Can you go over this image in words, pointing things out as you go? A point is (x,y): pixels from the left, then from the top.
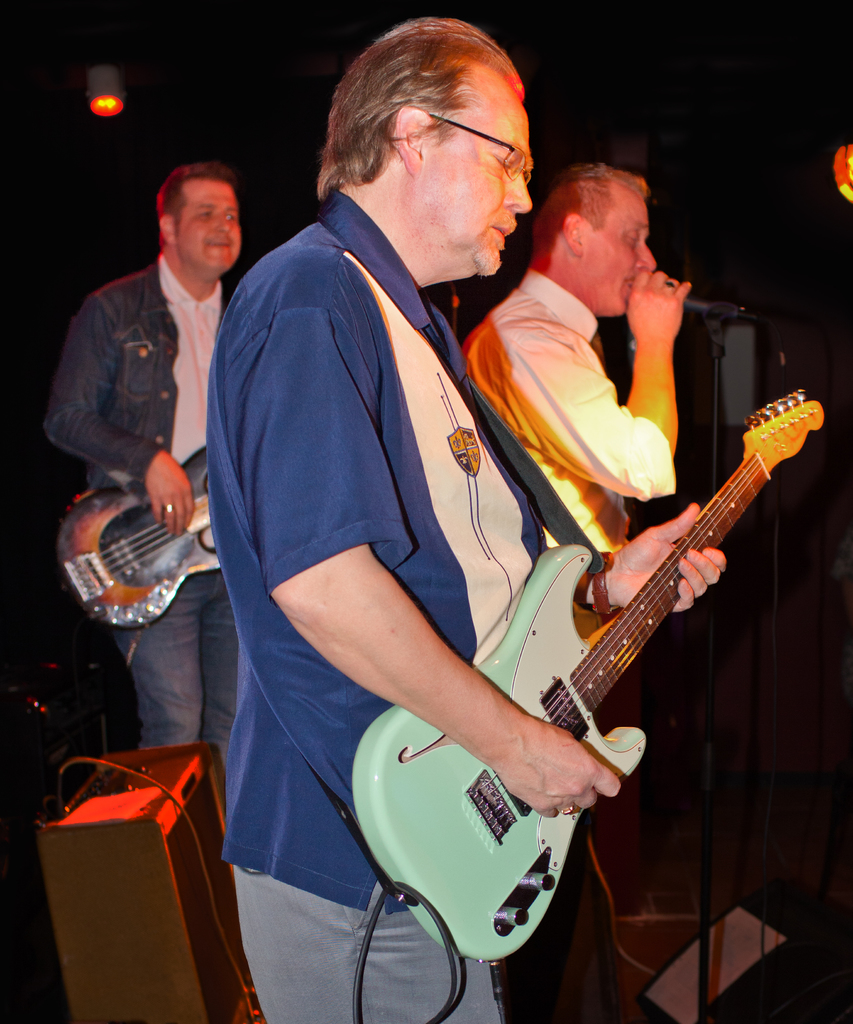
In the image there are three people (344,521). In middle (418,412) there is a man (383,385) who is wearing blue shirt (325,416) holding his guitar (552,827) and playing it. On right side (659,277) there is a man (555,376) who is holding a microphone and singing. In background (172,371) there is a man (171,362) who is holding guitar (187,534) and playing it on left side (88,777) we can see speakers (154,798) with wires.
